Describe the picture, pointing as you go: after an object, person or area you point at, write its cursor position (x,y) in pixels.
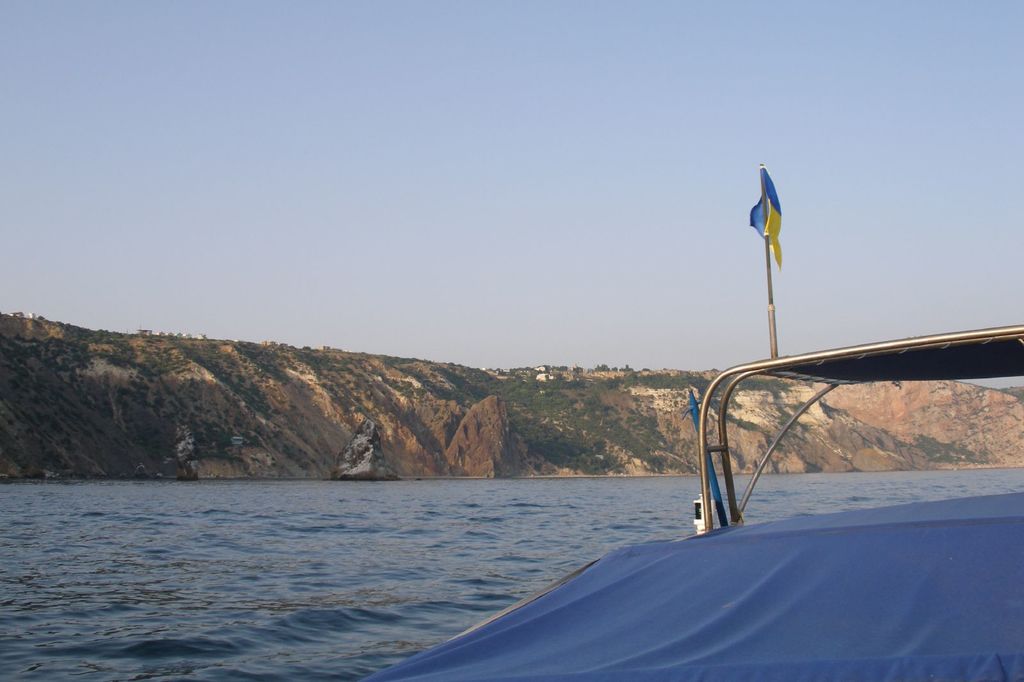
In this image we can see a boat (744,520) with some metal poles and the flag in a large water body (156,621). On the backside (583,450) we can see a group of trees (527,431) and some buildings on the hills (474,431). We can also see the sky (507,216) which looks clear.
